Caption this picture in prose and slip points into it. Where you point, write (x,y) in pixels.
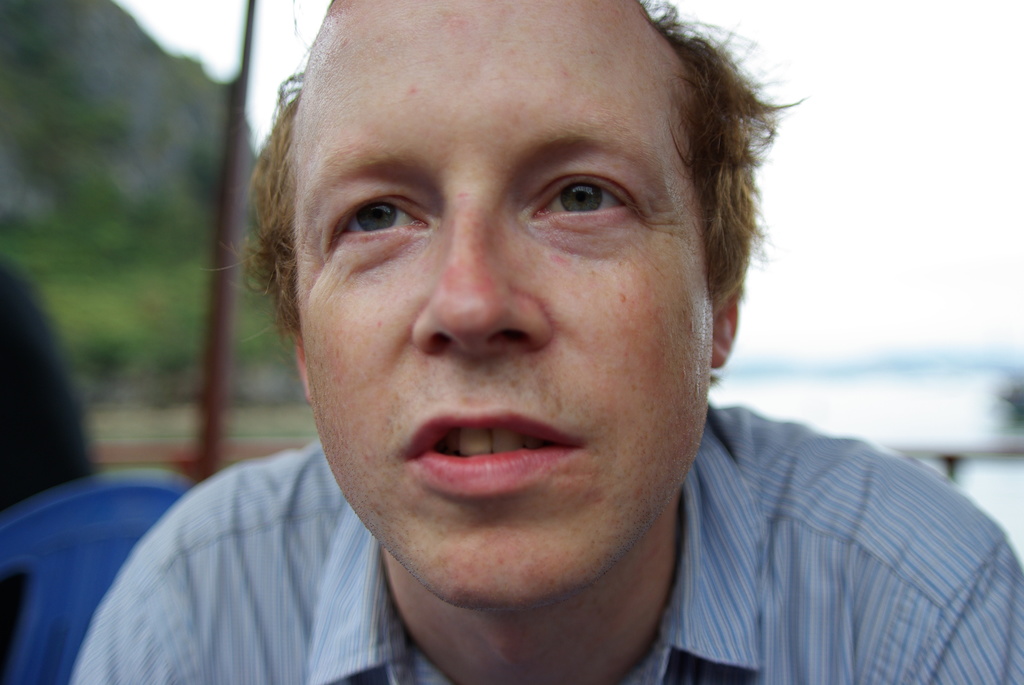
In this image I can see the person (494,493) with blue color dress (210,646). To the left (78,558) I can see the blue color chair (92,534). And there is a blurred background (125,313).
